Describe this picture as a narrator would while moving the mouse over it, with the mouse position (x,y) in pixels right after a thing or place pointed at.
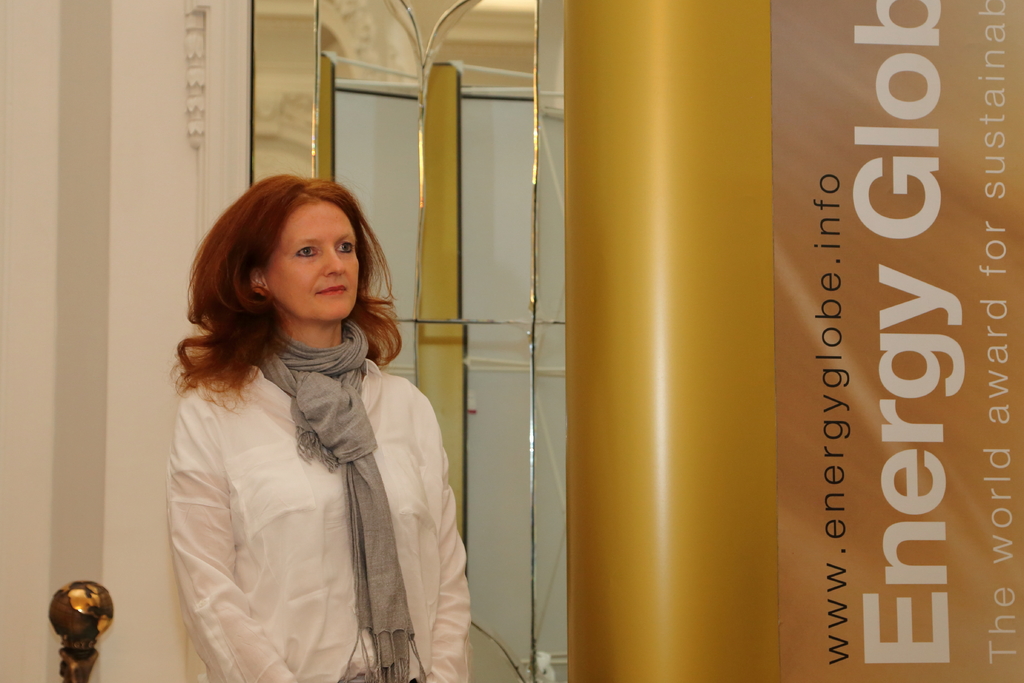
In the image we can see a lady (316,488). There is a mirror (451,192) behind a lady (309,499). There is a banner (904,280) at the right most of the image (920,288).
